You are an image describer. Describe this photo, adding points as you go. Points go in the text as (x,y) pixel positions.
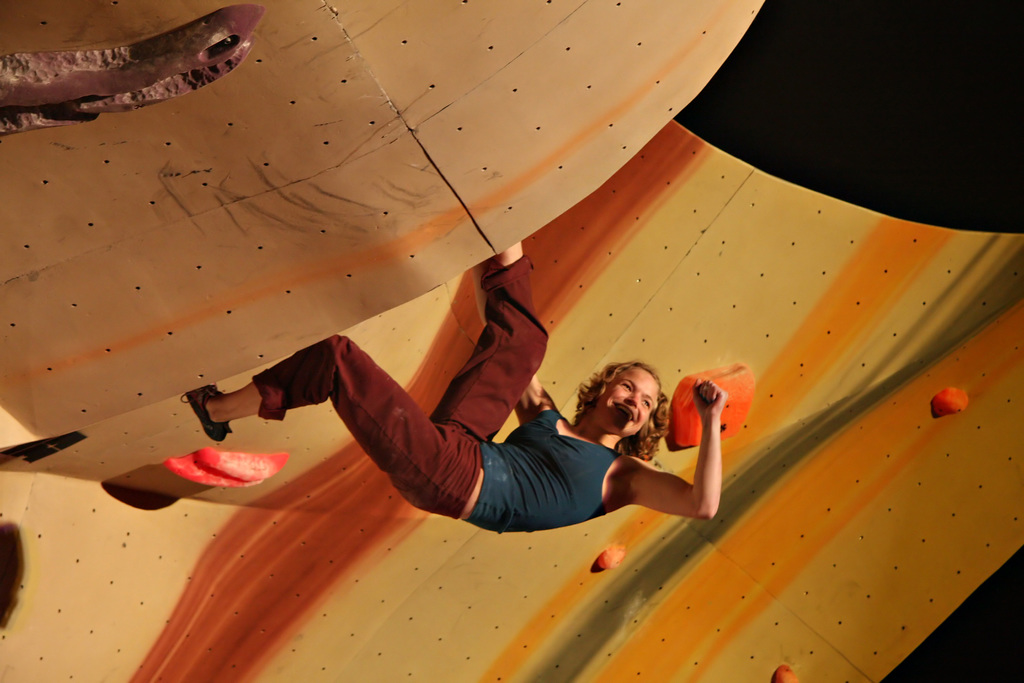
In this image, we can see a person (569,421) wearing clothes (491,457) and climbing a wall (338,201).
